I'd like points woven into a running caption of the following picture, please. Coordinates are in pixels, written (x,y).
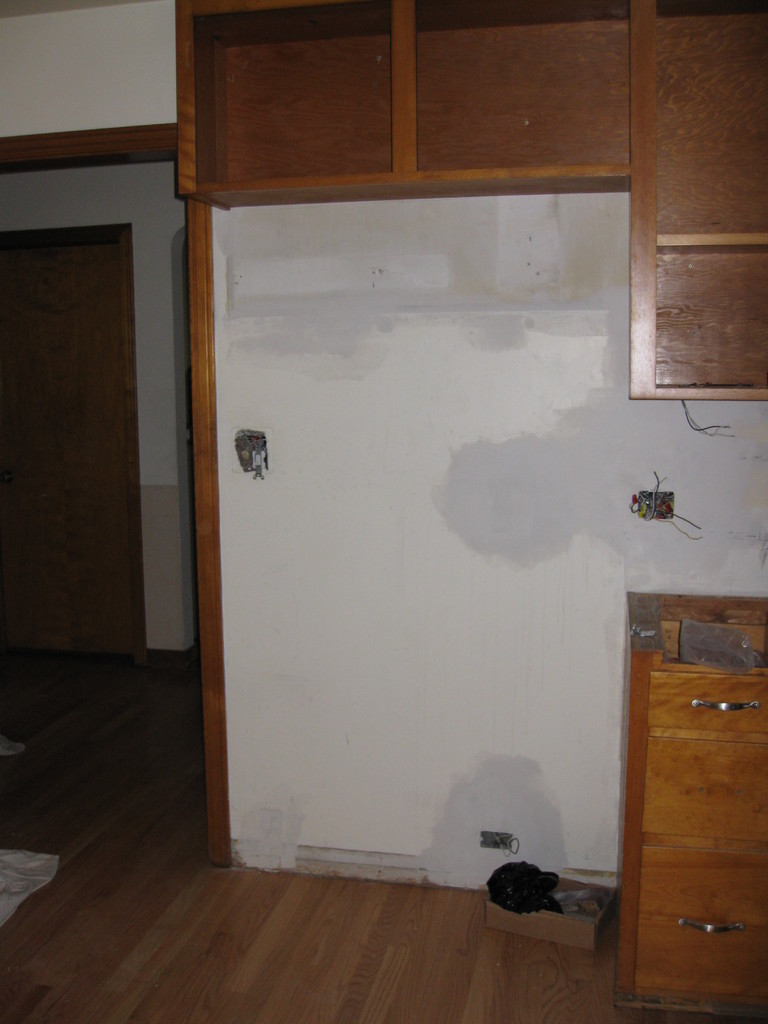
At the top (713,22) there are wooden shelves (426,168), at the down there are cupboards (707,753). On the left side (14,285) there is an entrance (14,501).
